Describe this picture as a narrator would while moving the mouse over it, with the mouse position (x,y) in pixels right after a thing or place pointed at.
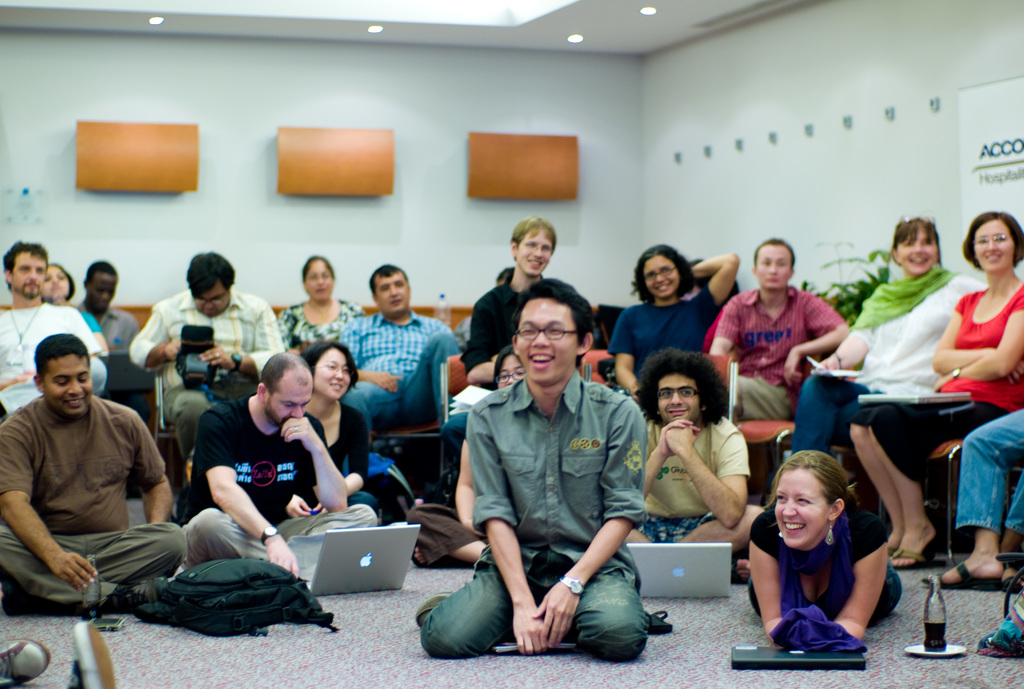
This image consists of many people (241,497) sitting in a room (418,545). And there are laptops (749,653) kept on the floor (819,672). On the right (930,627), there is a bottle (930,619). In the background (384,54), we can see a wall (875,211). At the top (520,37), there is a roof (11,16) along with the light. At the bottom (192,661), there is a floor mat (163,663).
